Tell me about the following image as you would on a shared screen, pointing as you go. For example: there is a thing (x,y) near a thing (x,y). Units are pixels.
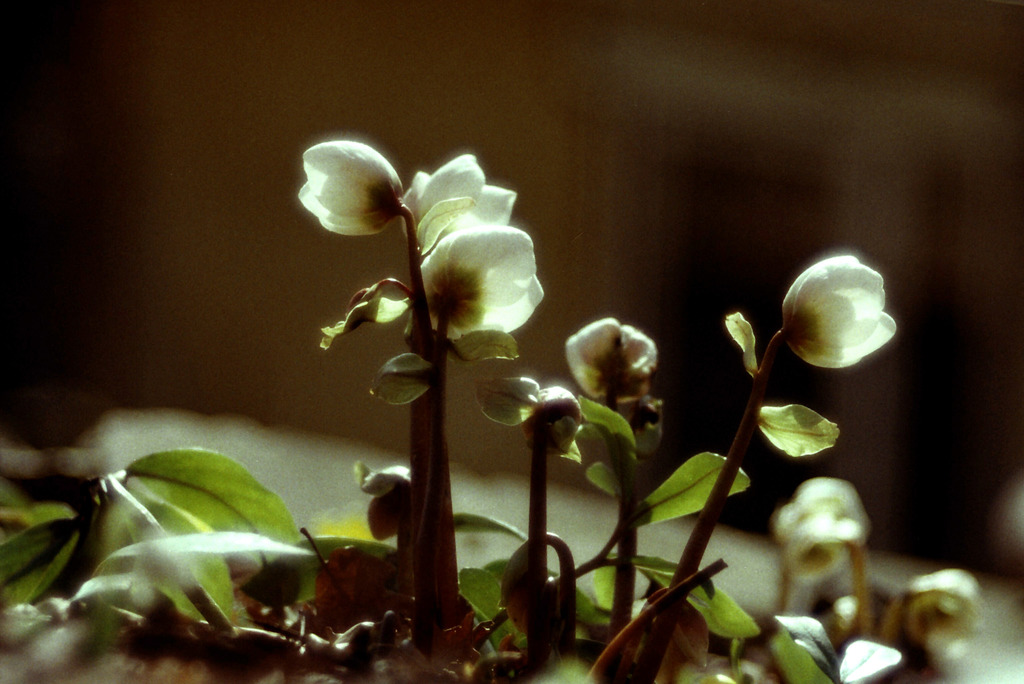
In this image at the bottom (446,570) there are some plants (40,541) and flowers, and there is blurry background (1000,106).
